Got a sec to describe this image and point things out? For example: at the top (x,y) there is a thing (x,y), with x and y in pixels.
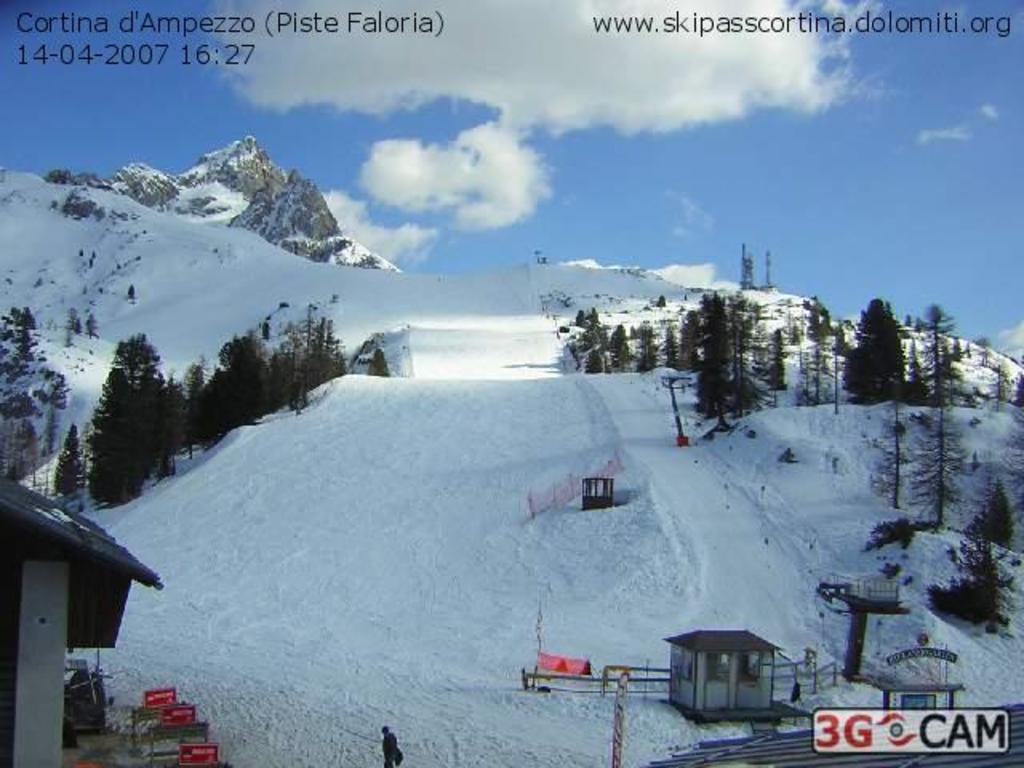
In this image we can see snow (395,411), trees (325,380), mountains (254,162), house (694,682), person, sky (841,200) and clouds (403,174).
